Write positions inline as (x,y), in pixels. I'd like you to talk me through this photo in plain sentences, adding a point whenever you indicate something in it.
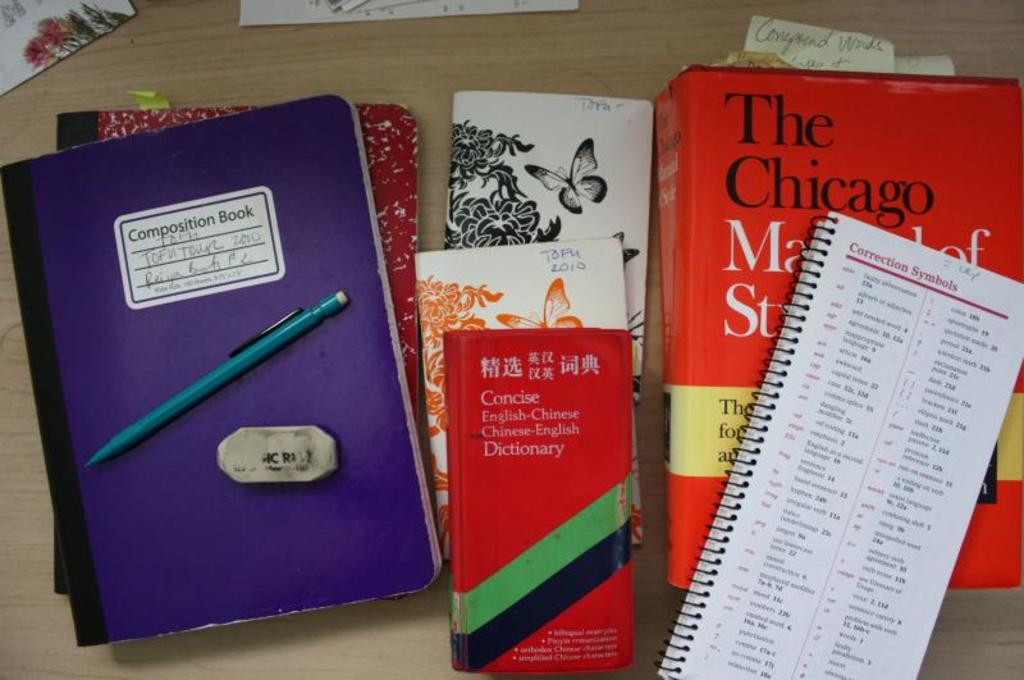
In this image, we can see books (803,289), papers (46,31) and there is a pencil (250,357). At the bottom (23,567), there is table (588,47).
